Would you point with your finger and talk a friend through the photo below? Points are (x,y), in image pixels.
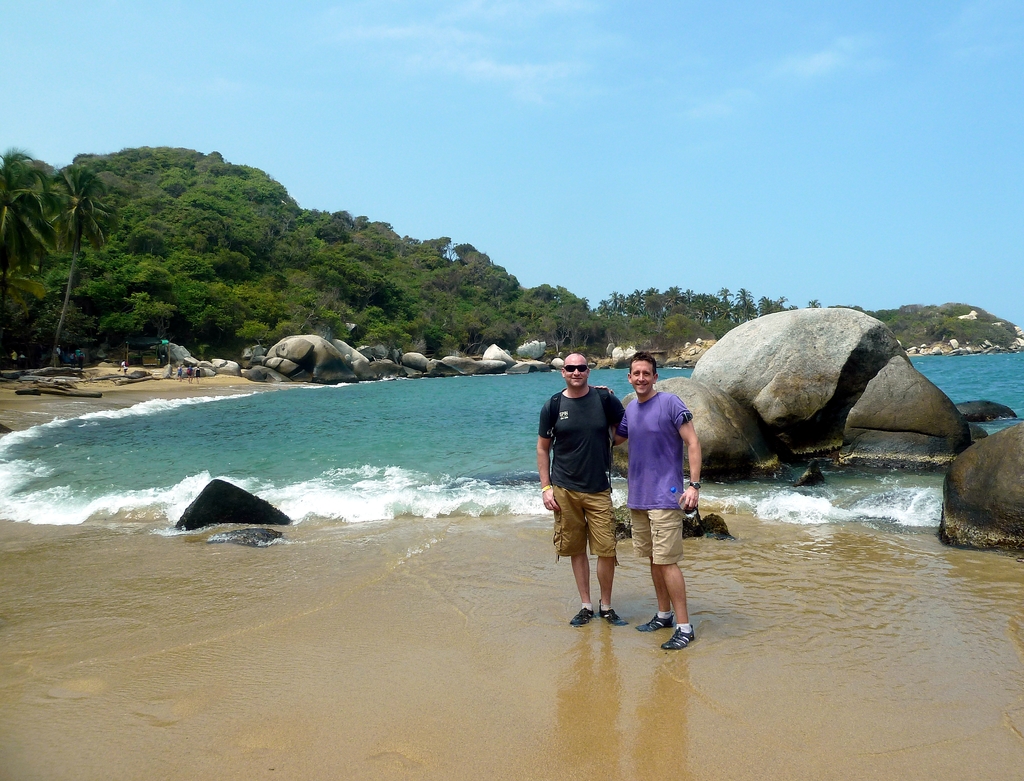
In this image we can see two persons (595,407) are standing on the sand (641,583), he is wearing the glasses (585,370), at the back (848,348) there are rocks (809,379), here is the water (600,384), there are trees (153,308), at above here is the sky (578,118).
